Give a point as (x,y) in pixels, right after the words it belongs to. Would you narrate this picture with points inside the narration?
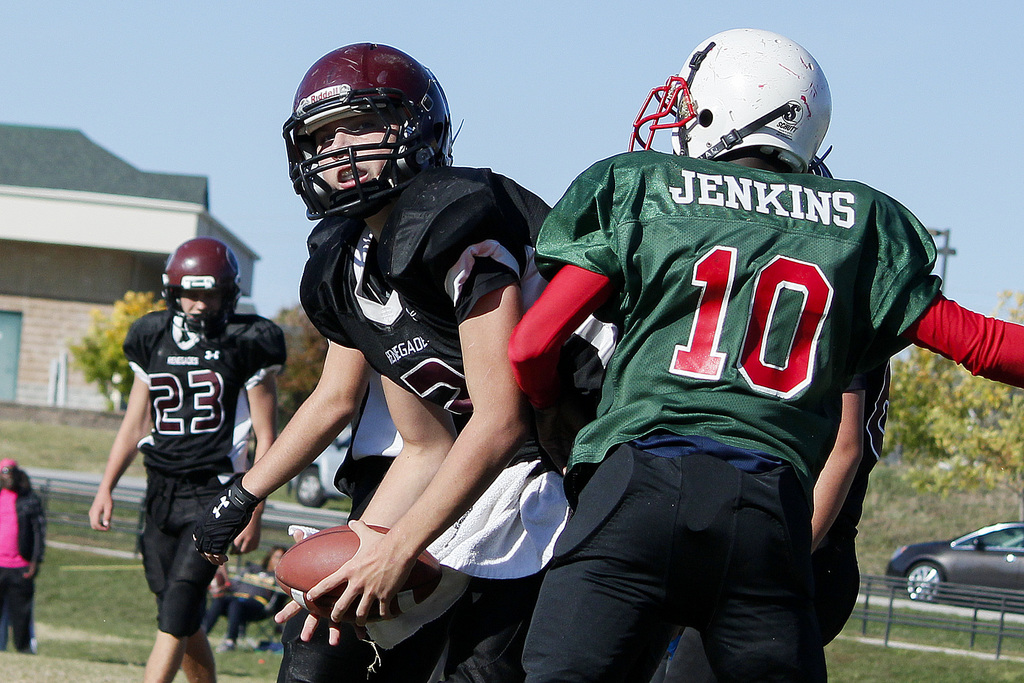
In this image there are some persons (344,483) are playing football as we can see the person (685,449) at right side (750,415) is wearing white color helmet (750,110) and the person (441,451) in middle (445,383) is holding a ball (345,561) and there is a car (973,534) at bottom right corner of this image (926,587) and there are some trees (123,384) in the background (80,358) and there is a house (91,248) at left side of this image (58,269). There is one person (25,621) standing at bottom left corner of this image (12,616).
